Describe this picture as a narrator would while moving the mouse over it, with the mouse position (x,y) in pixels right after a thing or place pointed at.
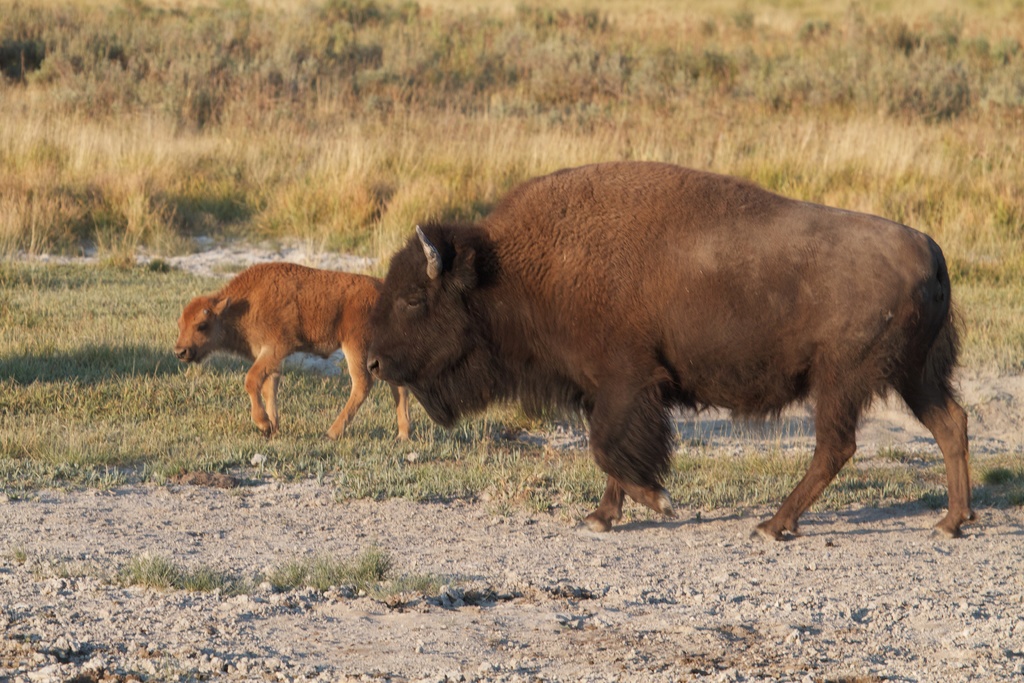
In this image I can see two animals (518,382), they are in brown and cream color. Background I can see the shrubs (609,98) and grass (267,149) in green color.
